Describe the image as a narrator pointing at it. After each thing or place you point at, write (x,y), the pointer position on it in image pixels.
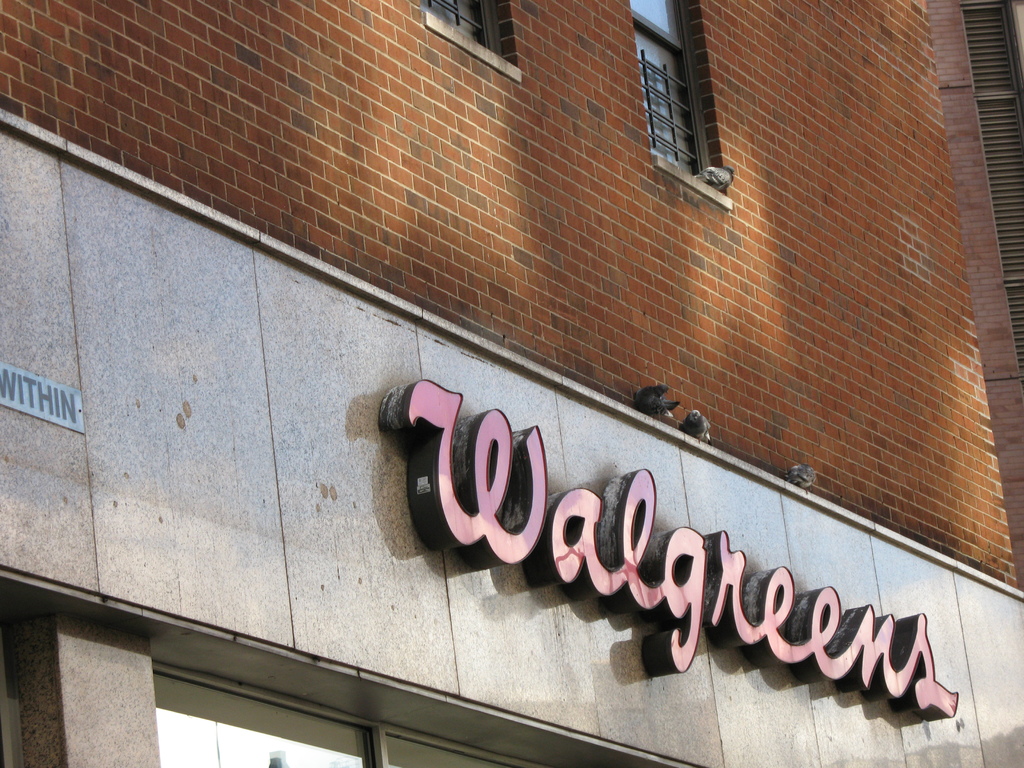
This image is taken outdoors. In the middle of the image (472,343) there is a building (423,88) and there is a text (507,548) on the wall (400,650).
